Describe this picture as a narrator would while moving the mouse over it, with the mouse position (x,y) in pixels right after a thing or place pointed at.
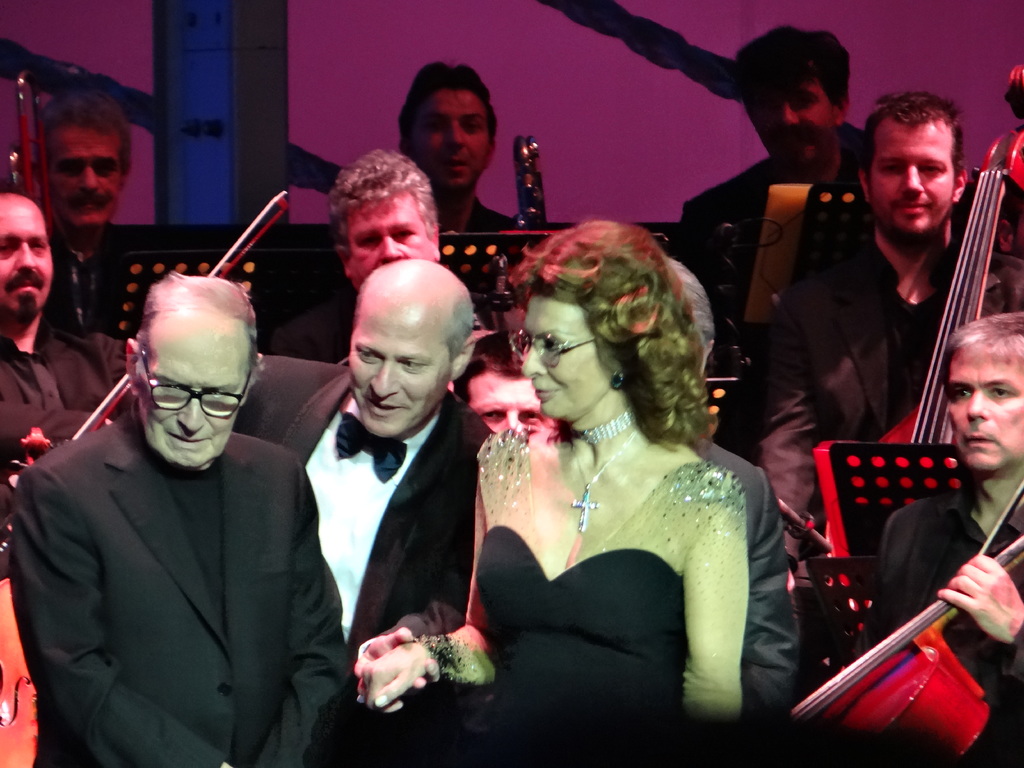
In this picture there are group of people (497,381) who are holding musical instruments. There is a woman (611,568) standing in the middle (560,503).
